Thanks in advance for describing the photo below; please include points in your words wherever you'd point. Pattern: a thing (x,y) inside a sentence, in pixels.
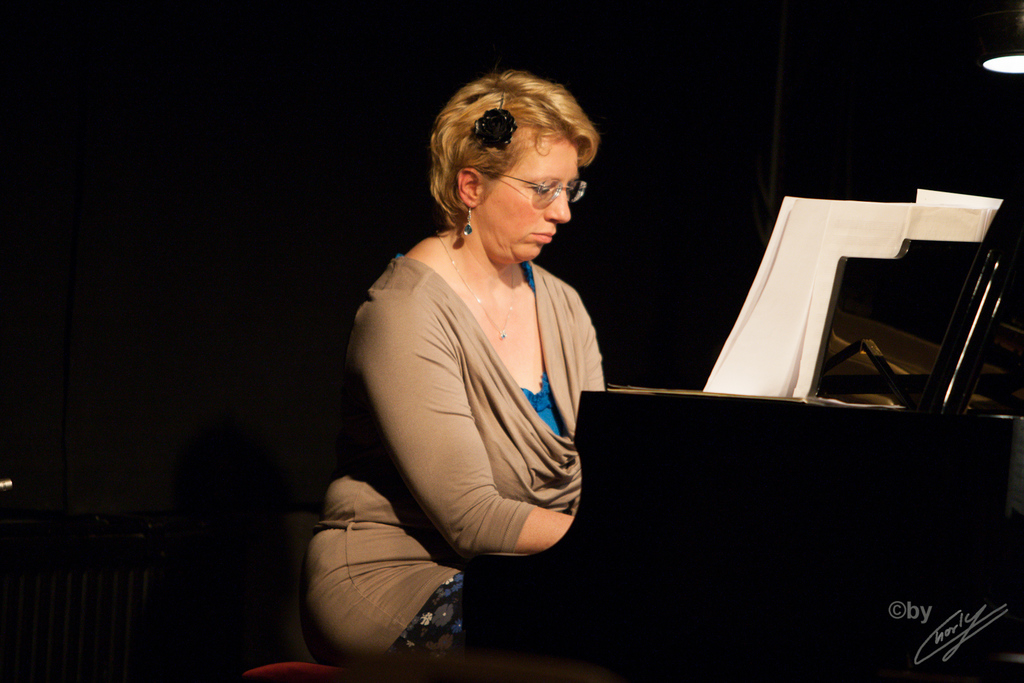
In this picture there is a woman (484,279) who is wearing spectacle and brown top (516,462). She is sitting on the bench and playing piano (696,445). In the top right corner (1023,15) we can see the light (1010,26). In the background (287,72) we can see the darkness (232,274).
